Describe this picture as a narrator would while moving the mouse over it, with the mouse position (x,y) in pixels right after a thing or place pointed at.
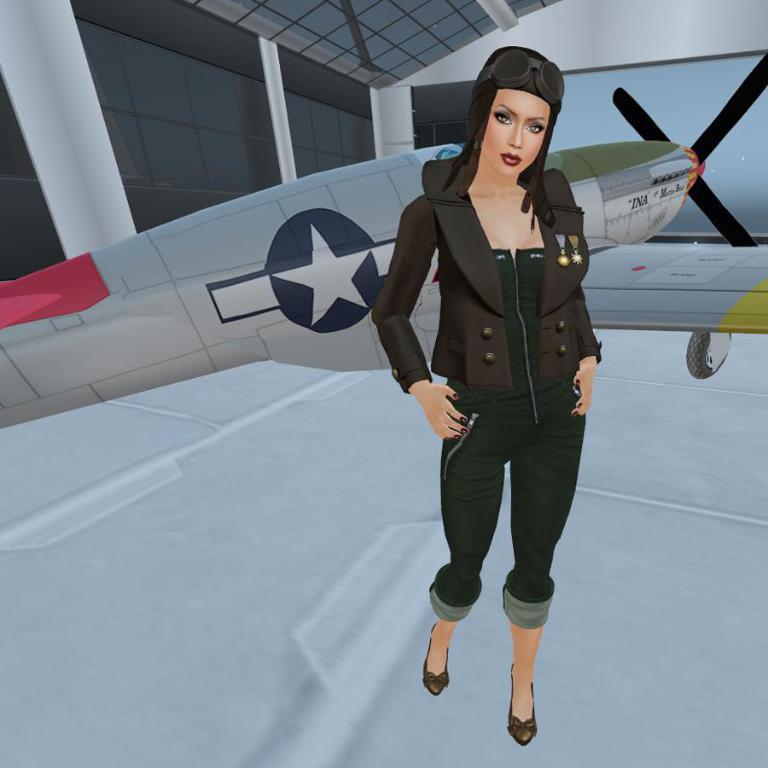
This is an animated picture. In this picture, we can see a woman (505,438) standing on the floor (542,716). In the background (319,186), there is an aircraft (304,272), wall (577,32) and glass objects (366,157).
